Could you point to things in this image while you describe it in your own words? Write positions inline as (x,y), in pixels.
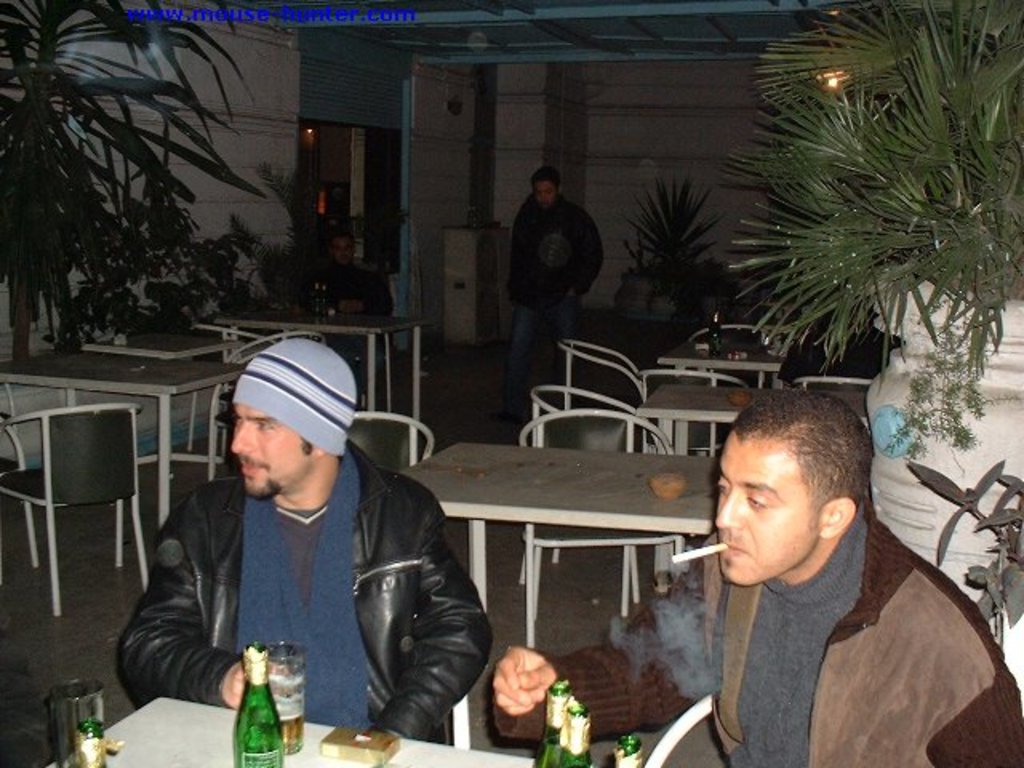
2 people (406,564) are sitting on the chairs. the person (773,630) at the right (701,590) is smoking. in front of them there is a table (228,744) on which there are bottles (258,737). behind them there are tables (591,465) and chairs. a person (560,241) is standing back. at the left (85,181) and right there are plants (873,161).
